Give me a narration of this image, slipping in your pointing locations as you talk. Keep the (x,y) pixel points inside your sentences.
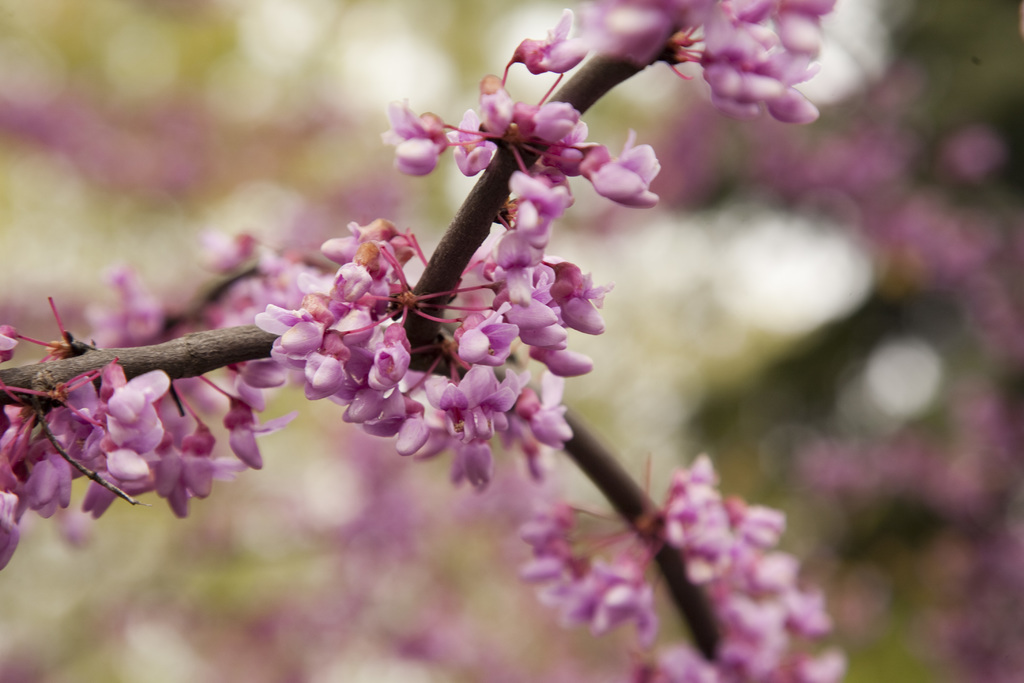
In this image I can see flowers (209,251) in purple color and I can see blurred background (23,80).
